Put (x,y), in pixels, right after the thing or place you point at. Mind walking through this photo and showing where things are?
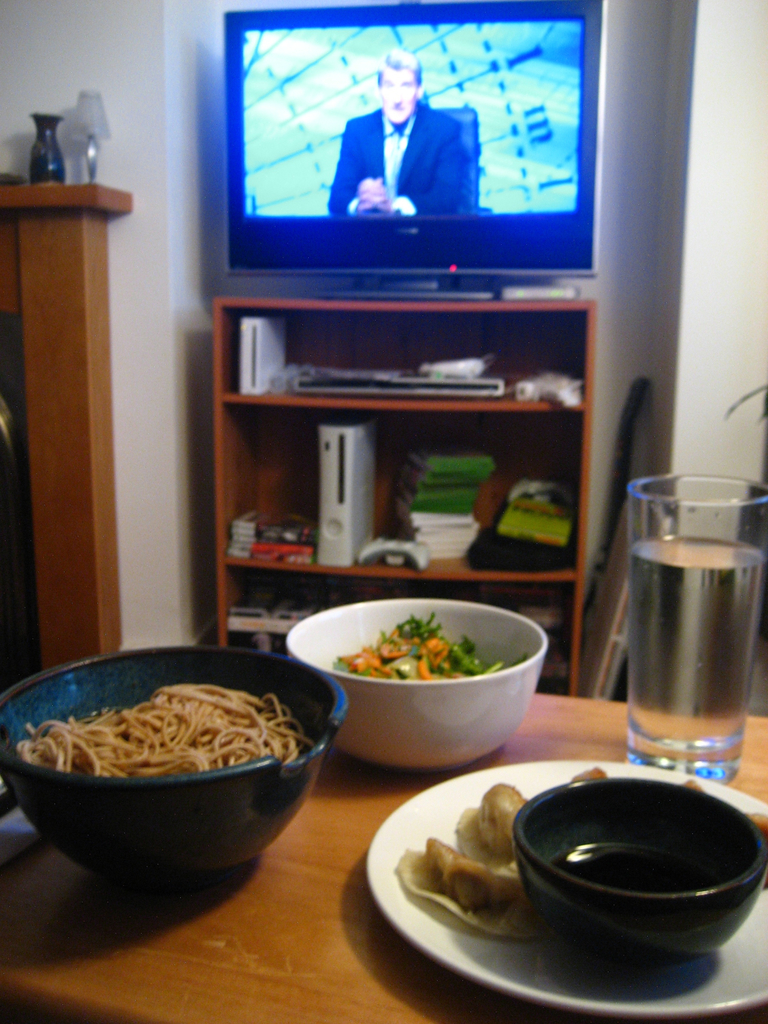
In this image I can see few bowls (64,697), a white colour plate (411,929), a glass (653,624) and I can also see different types of food (137,746) over here. In the background (462,258) I can see a lamp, a television (335,4) and number of things (403,487) on these shelves (383,494). On this screen (408,70) I can see a man (396,93).
